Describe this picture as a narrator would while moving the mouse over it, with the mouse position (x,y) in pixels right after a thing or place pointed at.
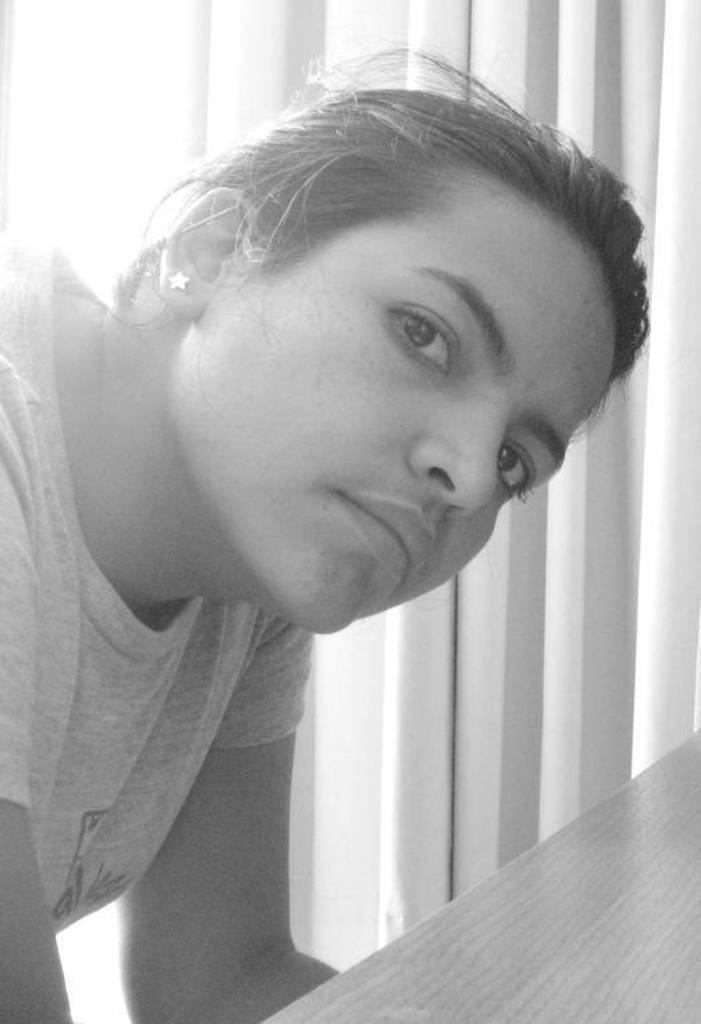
In this picture we can see a woman (85,796), here we can see a wooden object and in the background (421,906) we can see curtains (329,780).
